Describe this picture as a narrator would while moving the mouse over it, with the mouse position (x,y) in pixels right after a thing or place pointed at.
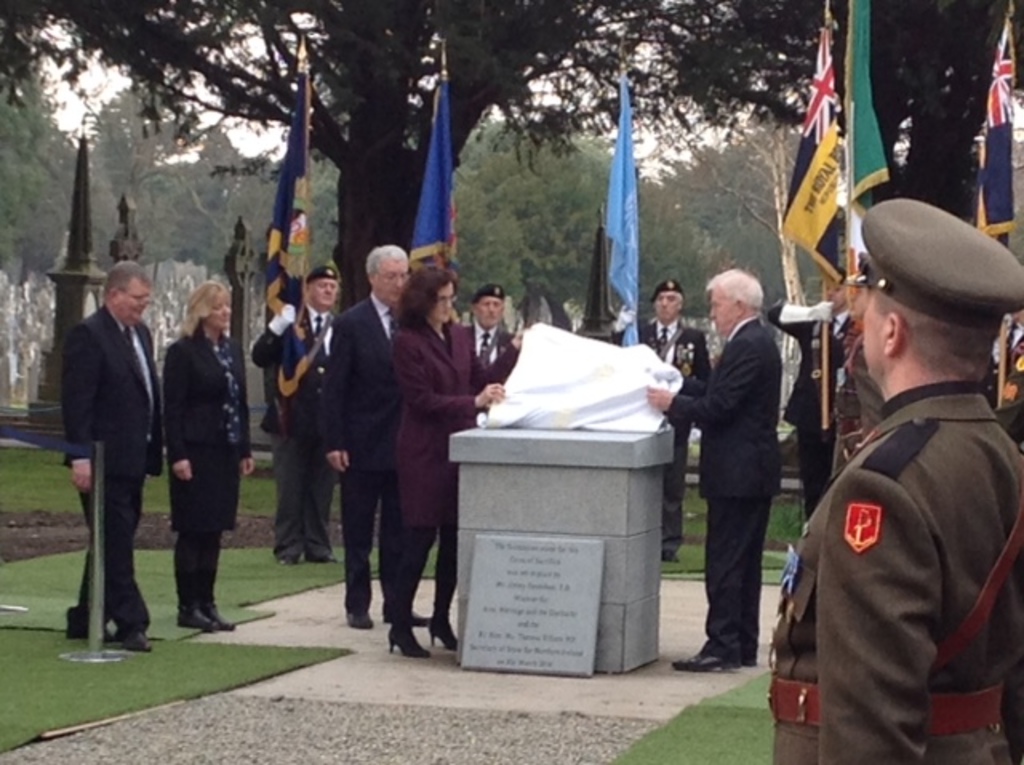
In the foreground of the picture (654,400) there are people (954,403), flags (797,223), mats (211,675) and a cornerstone (535,518). In the background (72,268) there are trees (254,233) and gravestones (120,253). Sky (80,103) is cloudy.
